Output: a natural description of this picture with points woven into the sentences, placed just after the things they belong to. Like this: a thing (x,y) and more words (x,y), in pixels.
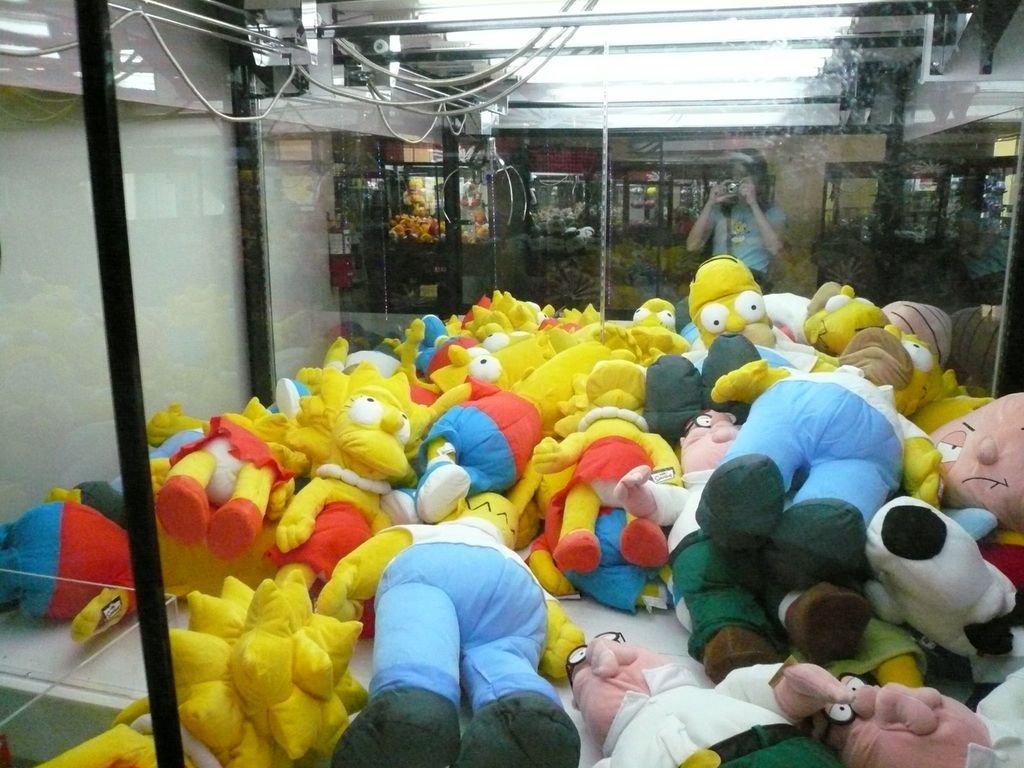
In the image we can see some toys (1013,678). Behind the toys (472,340) there is a glass wall (733,157), through the glass wall (790,209) we can see a person (732,241) is standing and holding something in her hand (712,204).
